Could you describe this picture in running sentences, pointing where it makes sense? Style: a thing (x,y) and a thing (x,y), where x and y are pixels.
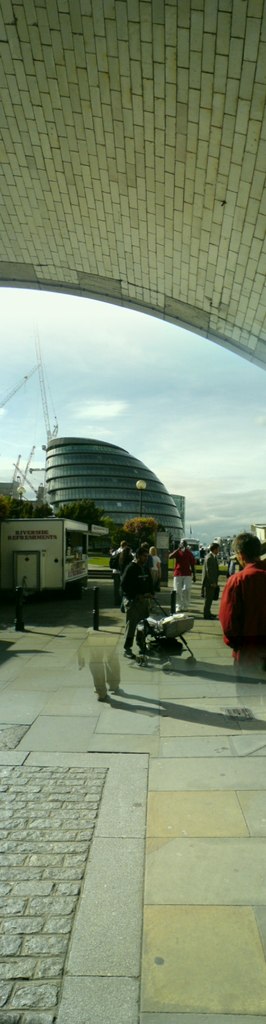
In this picture we can see people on the ground (202,817) and in the background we can see buildings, roof (53,35), sky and some objects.
